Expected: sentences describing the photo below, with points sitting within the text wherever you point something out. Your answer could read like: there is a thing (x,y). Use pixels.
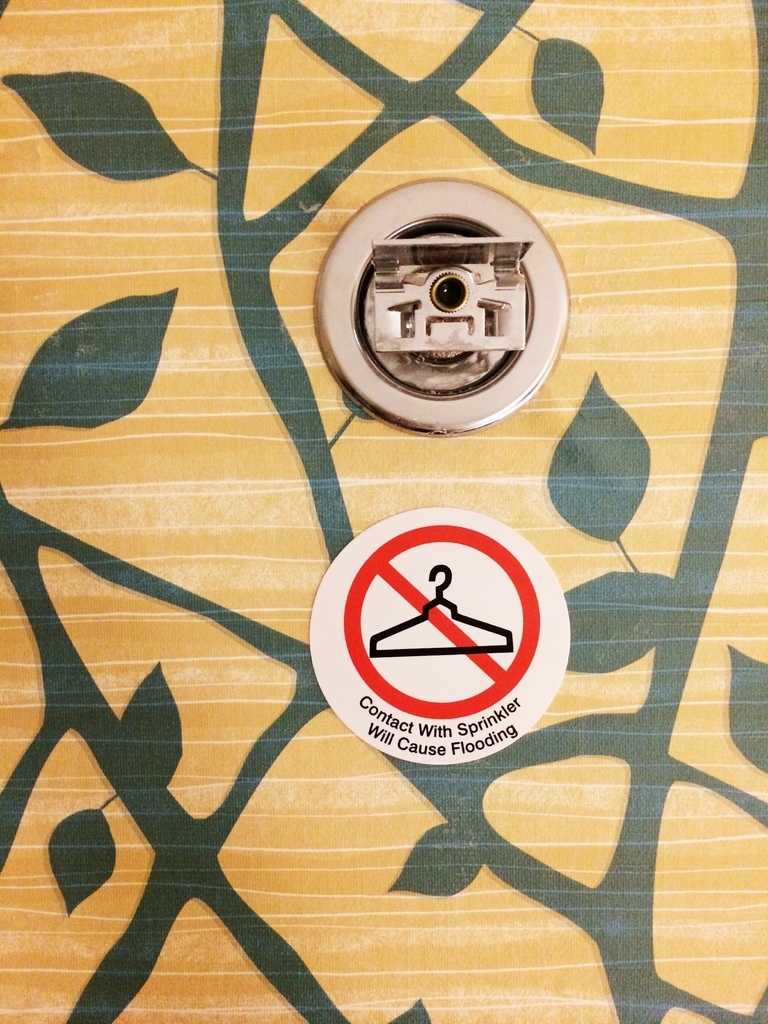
In this picture I can see painting (259,685) on the wall (569,986) and a caution sticker (424,723) with some text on it and I can see a sprinkler (497,339).
